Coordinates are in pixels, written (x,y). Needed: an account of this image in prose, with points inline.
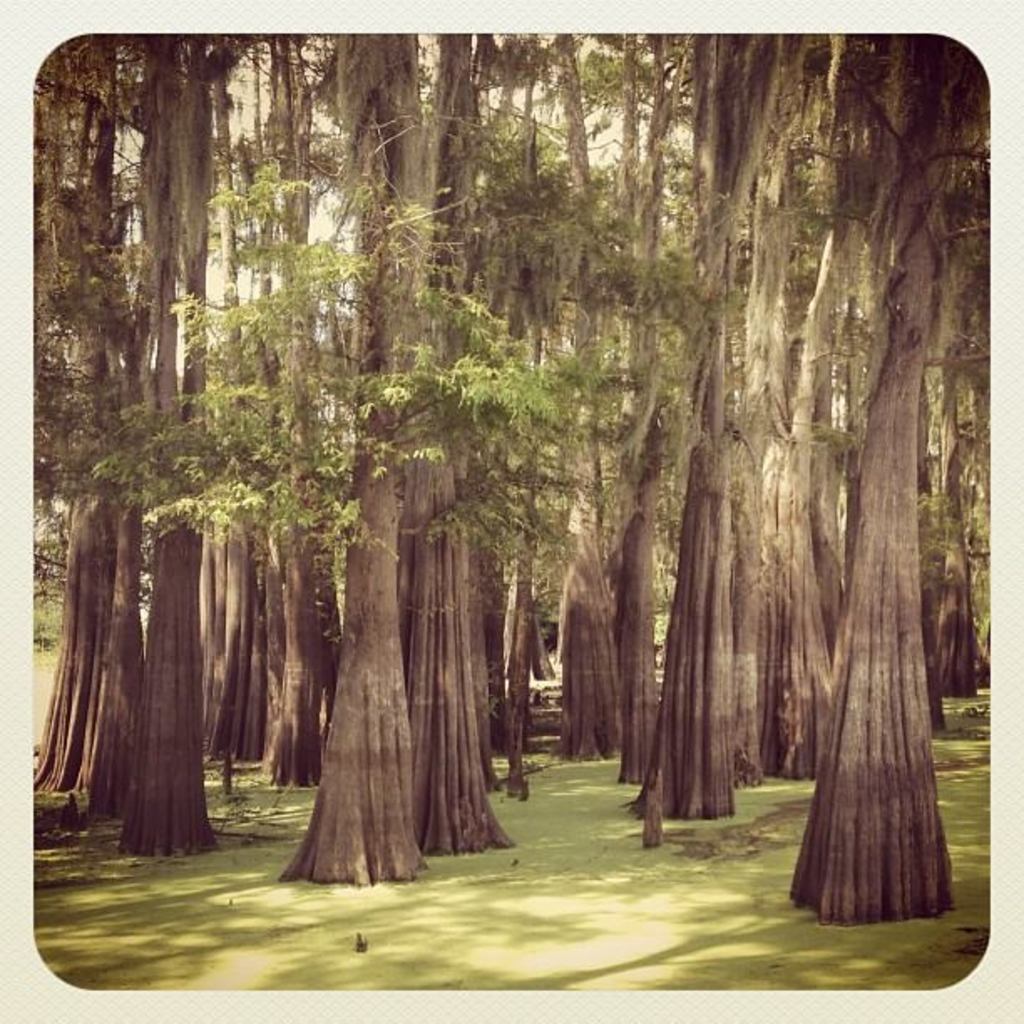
In the foreground of the picture (222,853) there is water (655,911) covered with duckweed (655,911). In the middle of the picture (442,370) there are trees (547,449).
